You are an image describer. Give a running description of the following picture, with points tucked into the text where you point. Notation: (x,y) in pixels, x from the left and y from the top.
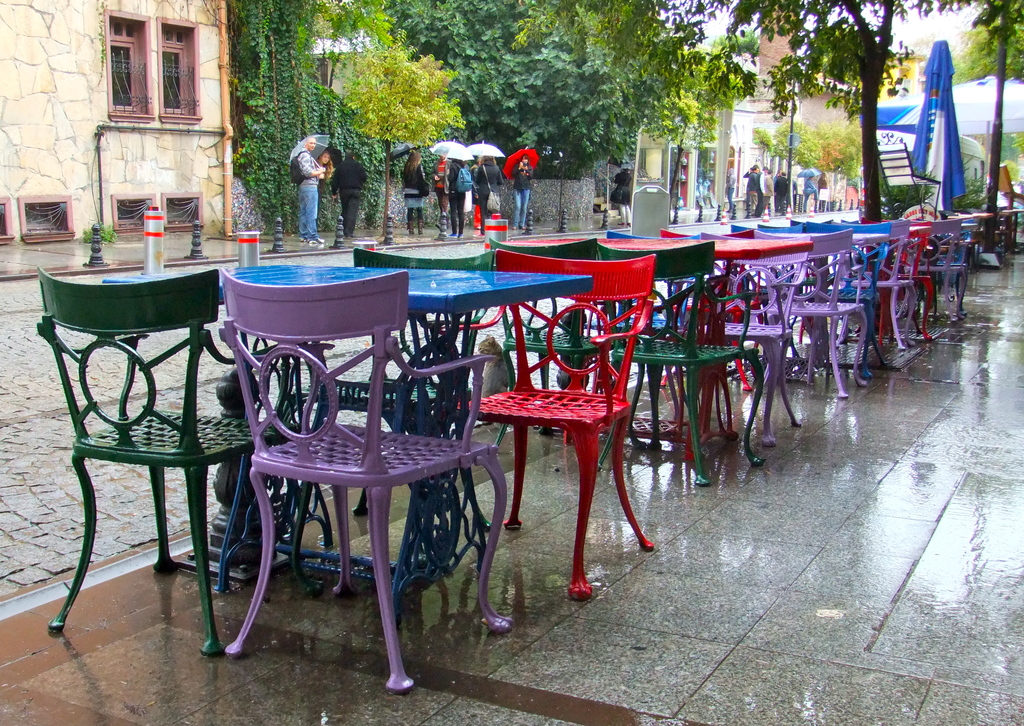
Some sets of tables (722,247) and chairs (708,248) are arranged by the side of a road (105,379). They are in different color. There are trees (579,151) on either side of the road (67,411). People (441,180) are standing on footpath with umbrellas (324,150). There are some plants (247,124) and creepers (347,109) on a building (332,70) in the background (330,112).
